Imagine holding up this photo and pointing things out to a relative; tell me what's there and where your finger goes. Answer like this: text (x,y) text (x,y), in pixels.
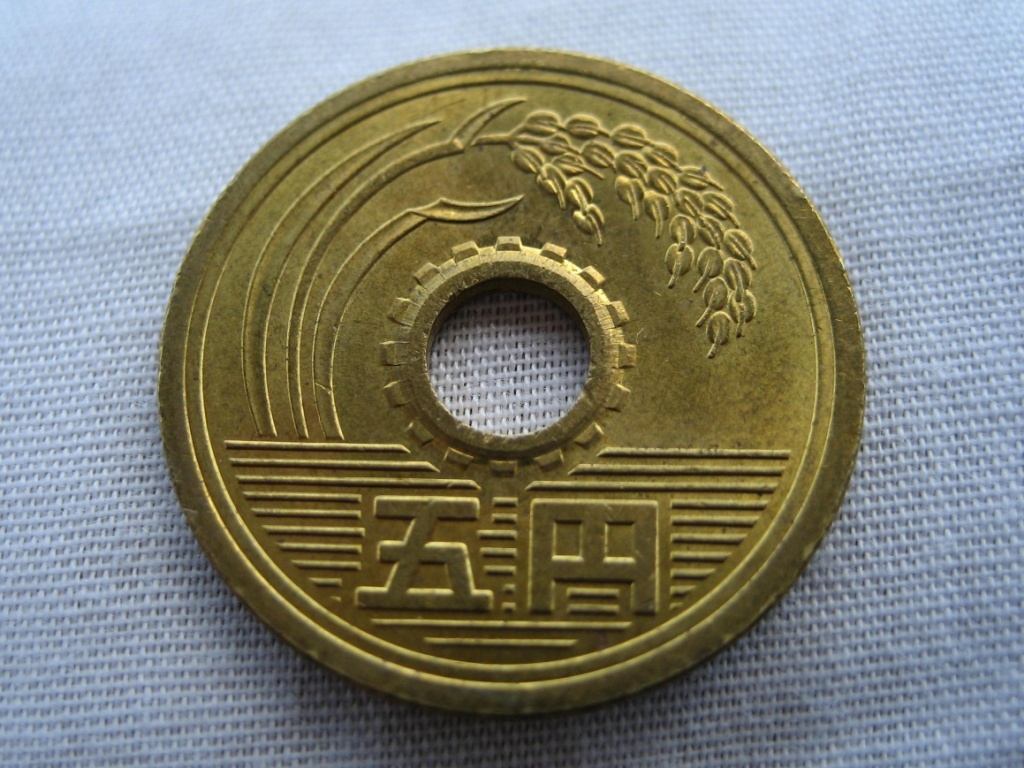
In the center of the image (616,425), we can see a gold color coin (343,438) and at the bottom (847,583), there is cloth (890,499).
